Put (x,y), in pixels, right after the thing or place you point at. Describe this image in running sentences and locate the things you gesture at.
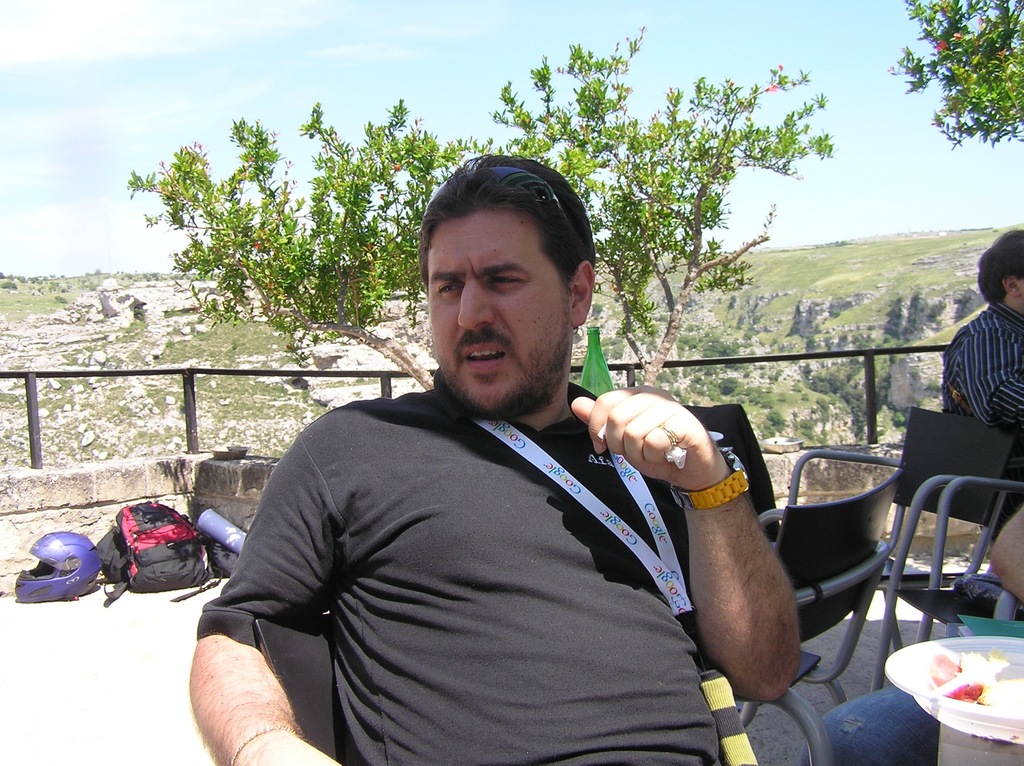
In this image we can see two people (648,627) sitting on a chair (796,693) and there are few chairs (872,547), behind the person (266,538) there is a helmet (74,570), a backpack (167,550), a paper (241,533) and a bottle (595,339), in front of the person (400,395) there is a plate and in the background (784,398) there is a mountain (714,293) and sky (974,150).
